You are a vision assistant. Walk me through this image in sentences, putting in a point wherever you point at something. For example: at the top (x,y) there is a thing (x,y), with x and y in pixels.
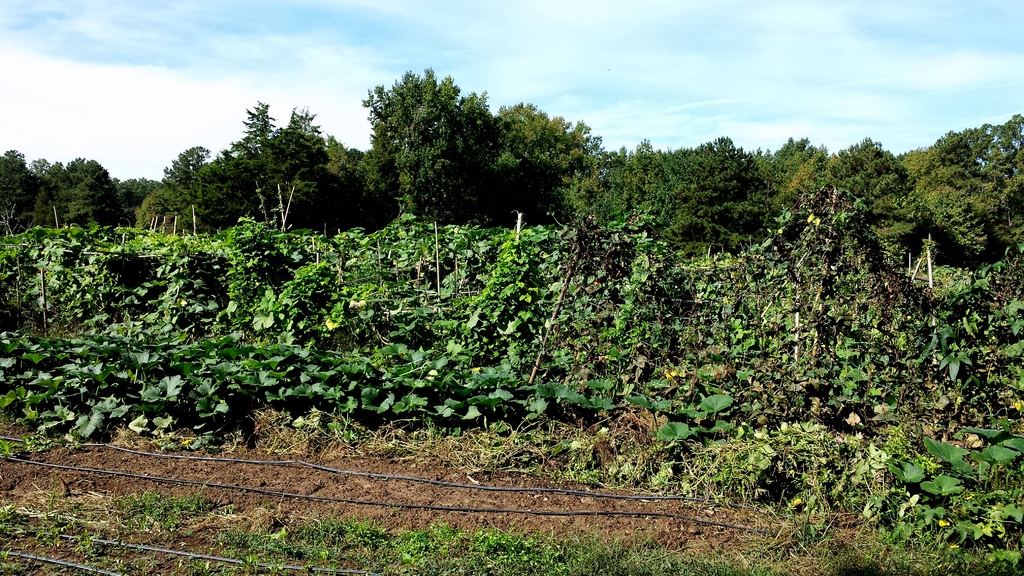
In this image there are some plants (472,400) in middle of this image (367,312) and there are some trees (362,226) in the background (545,189) and there is a sky (365,55) at top of this image (497,59). There are some wires (240,489) at bottom of this image (197,552).
